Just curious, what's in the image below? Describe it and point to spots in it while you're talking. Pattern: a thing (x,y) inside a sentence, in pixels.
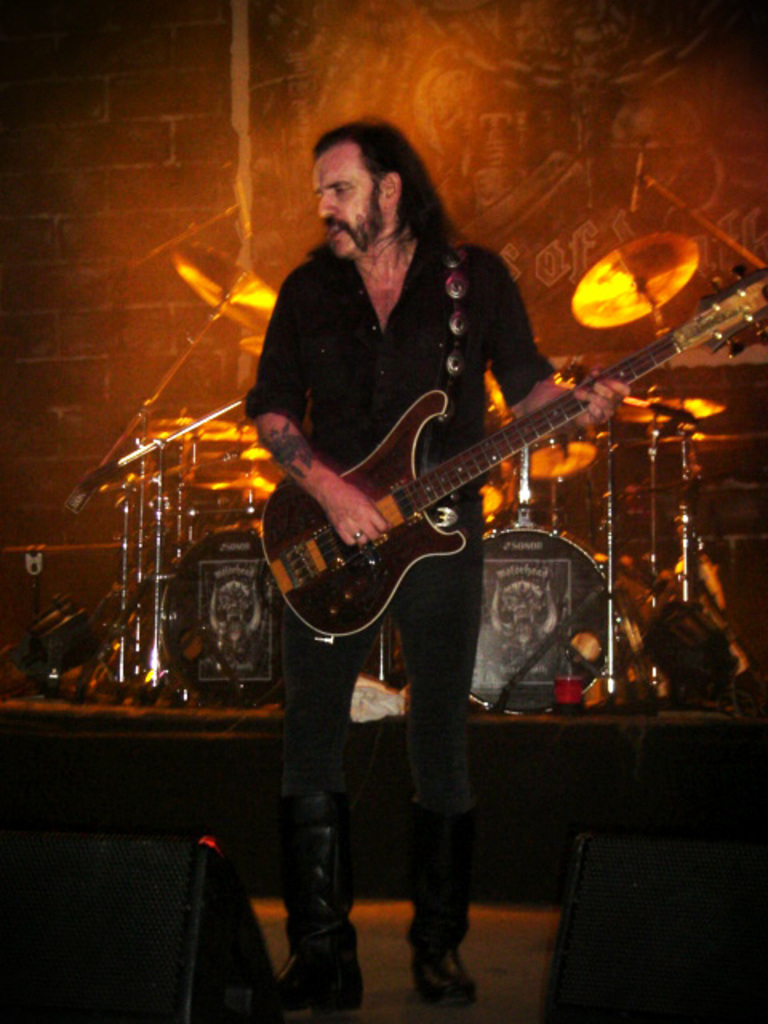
In this picture I can see a man (332,383) standing and holding a guitar (387,527), there are speakers (33,986), and in the background (748,395) there are drums (269,600), cymbals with the cymbals stands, a wall (186,20) and focus lights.
